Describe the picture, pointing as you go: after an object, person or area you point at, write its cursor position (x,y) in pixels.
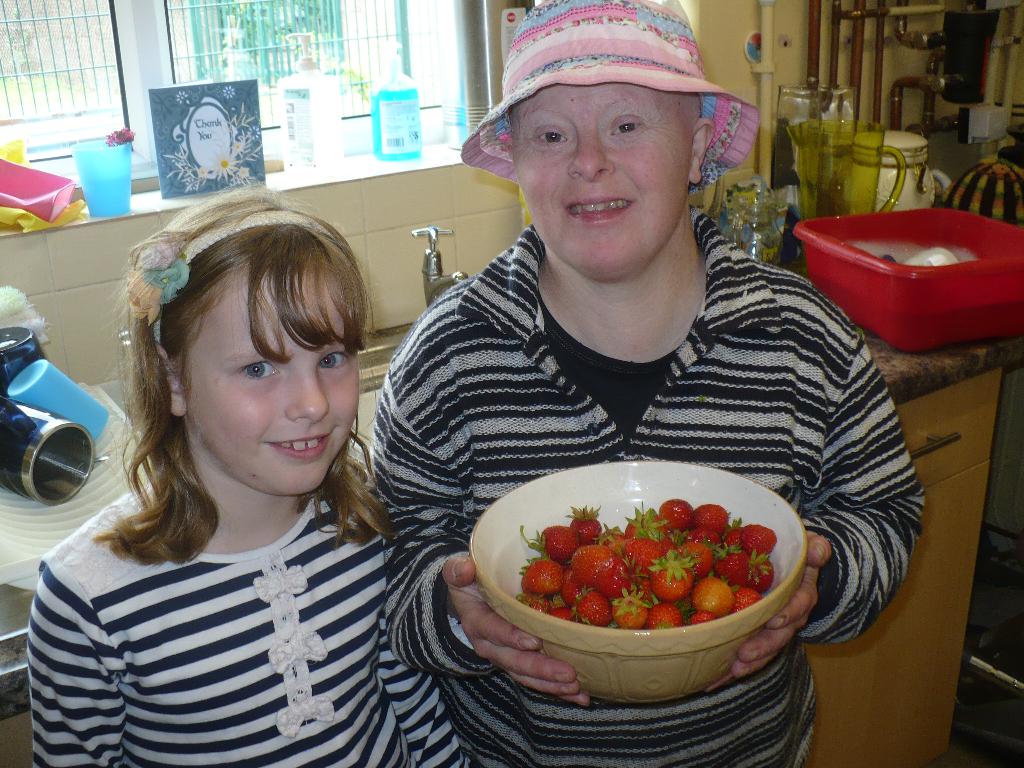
In this picture there is a person (850,465) holding the bowl (763,605) full of strawberry (655,593), smiling and giving a pose into the camera. Beside there is a small girl (299,527) wearing white and black stripes top (285,636). Behind we can see the kitchen cladding tiles (480,233) and a window (365,110) with some water jar (389,76) with glasses (126,168).
